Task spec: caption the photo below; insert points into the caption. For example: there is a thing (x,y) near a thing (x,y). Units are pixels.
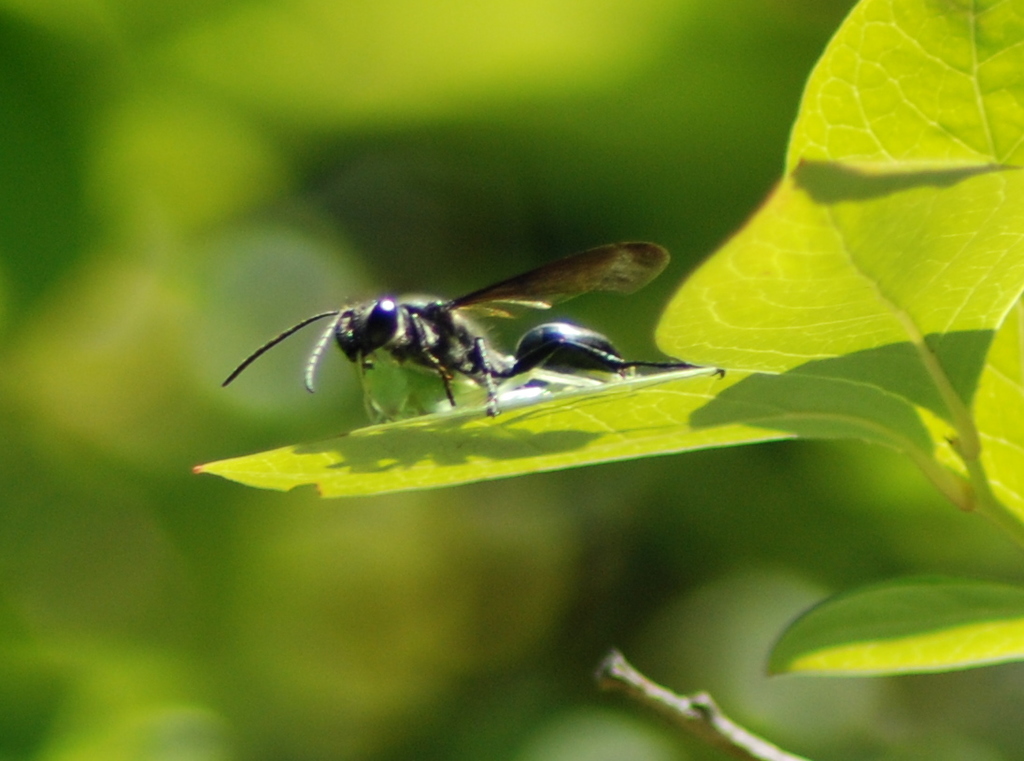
In this image I can see an insect (436,309) on the leaf (560,425). I can also see the background (66,602) is green in color.
